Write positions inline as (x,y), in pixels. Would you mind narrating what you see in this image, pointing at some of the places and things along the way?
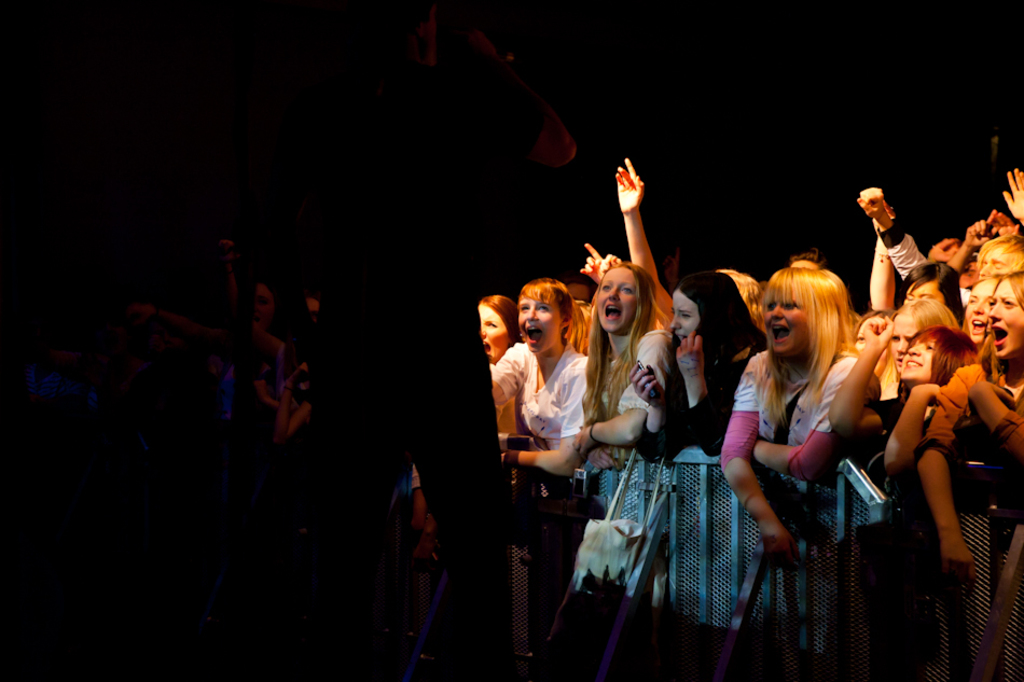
On the left (135,395) the image is dark and it is not clear and on the right there are few person (665,353) standing at the fence (739,532) and in the middle (407,341) there is a person (418,249) standing by holding a mike (457,35) in the hand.
